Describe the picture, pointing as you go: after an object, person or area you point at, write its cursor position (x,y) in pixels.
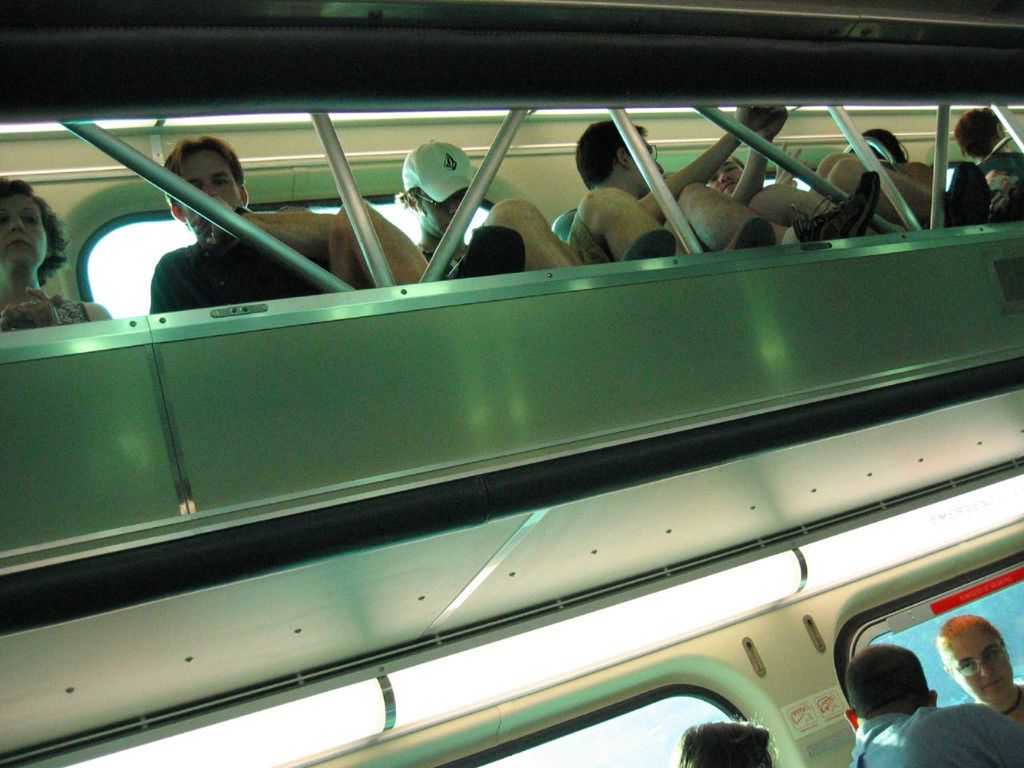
In this picture we can see an inside view of a vehicle (787,257), we can see some people (612,187) in this vehicle (349,179).
